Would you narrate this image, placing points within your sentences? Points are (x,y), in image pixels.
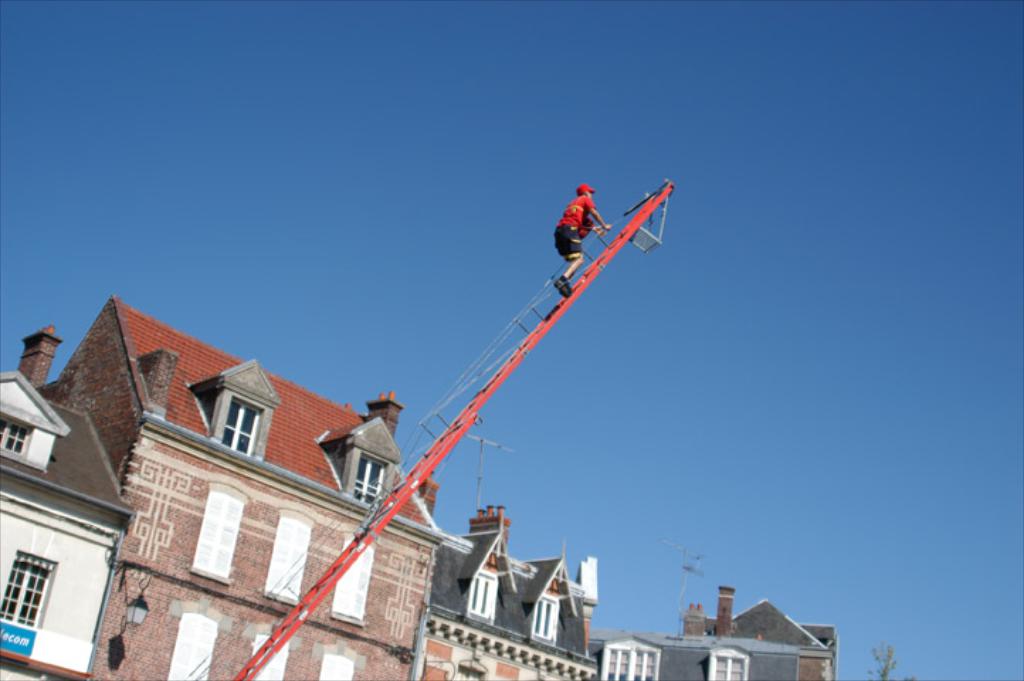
In this image we can see a person (566,255) on a metal ladder (616,242) holding the ropes (403,478). We can also see some buildings (289,560) with windows (215,517) and street lamps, a tree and the sky (302,312) which looks clear.
